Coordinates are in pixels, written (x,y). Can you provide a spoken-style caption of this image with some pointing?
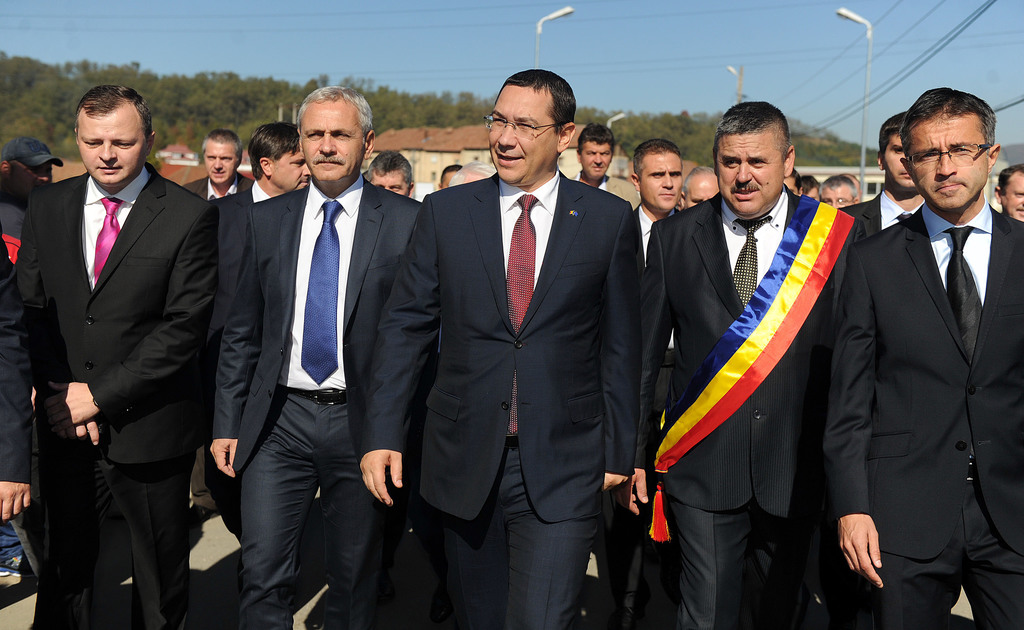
In this picture there are people (791,179), among them there's a man (645,442) wore sash (764,323). In the background of the image (240,117) we can see light poles (871,38), wires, houses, trees (460,109) and sky (717,31).
